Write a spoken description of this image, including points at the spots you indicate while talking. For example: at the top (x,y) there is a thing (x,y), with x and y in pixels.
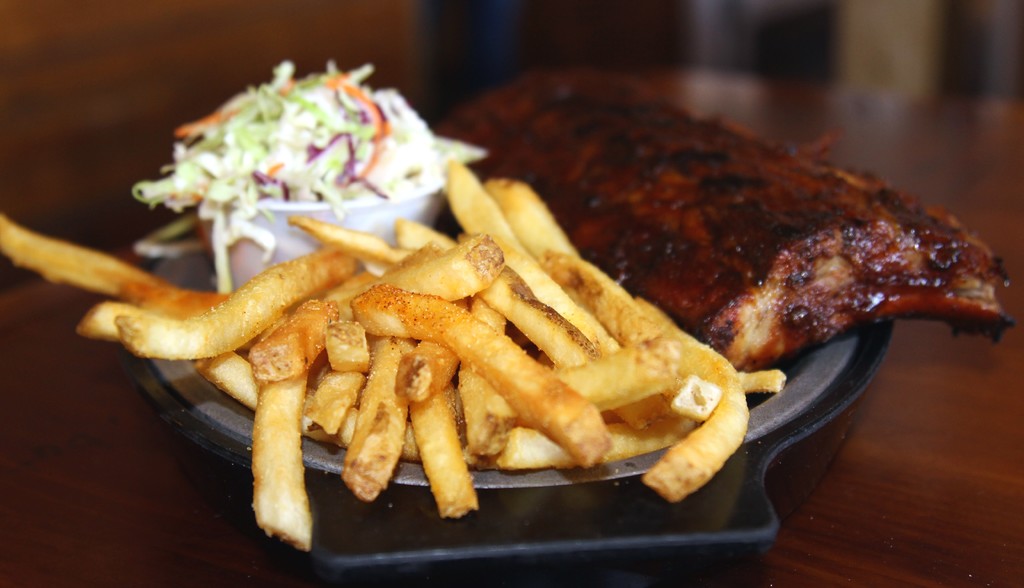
This image consists of french fries (433,270), flesh (760,202) and salad (408,168) kept in a bowl (476,445). At the bottom (897,534), there is a table (861,550) made up of wood (144,563).
